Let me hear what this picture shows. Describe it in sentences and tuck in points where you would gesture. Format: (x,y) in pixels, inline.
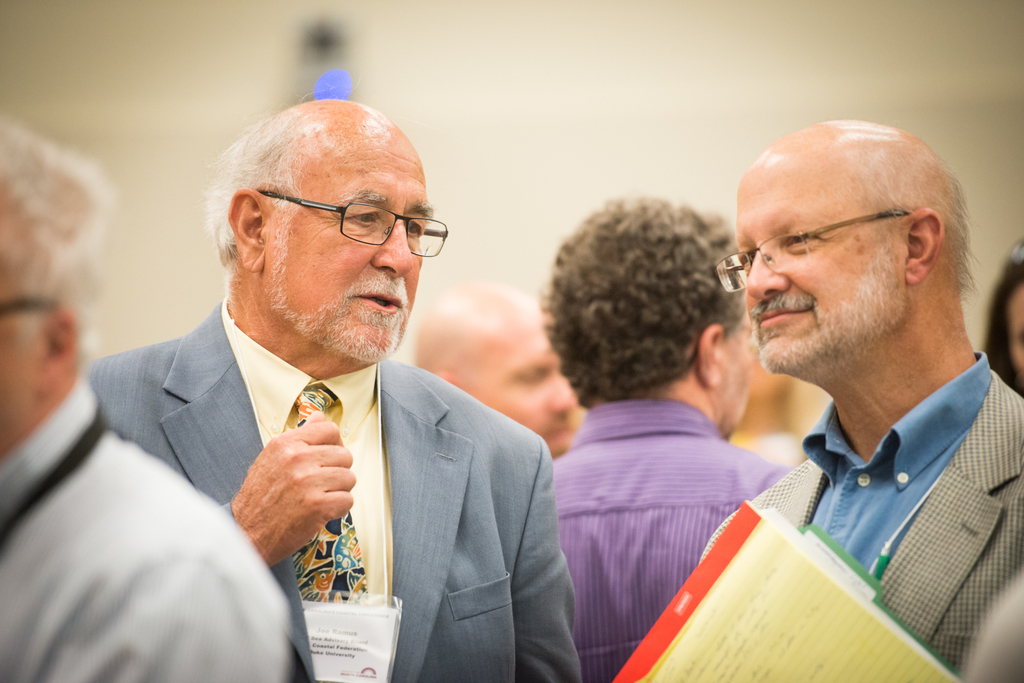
In this picture I can see there are two people (792,472) standing, the person (857,536) on to right (913,555) is wearing a blazer (931,555) and is holding a book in his hand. The person (385,449) to the left (245,437) is wearing a blazer (410,404) and they have spectacles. There is another person (97,575) at left (72,508) and there are a group of people (456,336) standing in the backdrop (691,243).
